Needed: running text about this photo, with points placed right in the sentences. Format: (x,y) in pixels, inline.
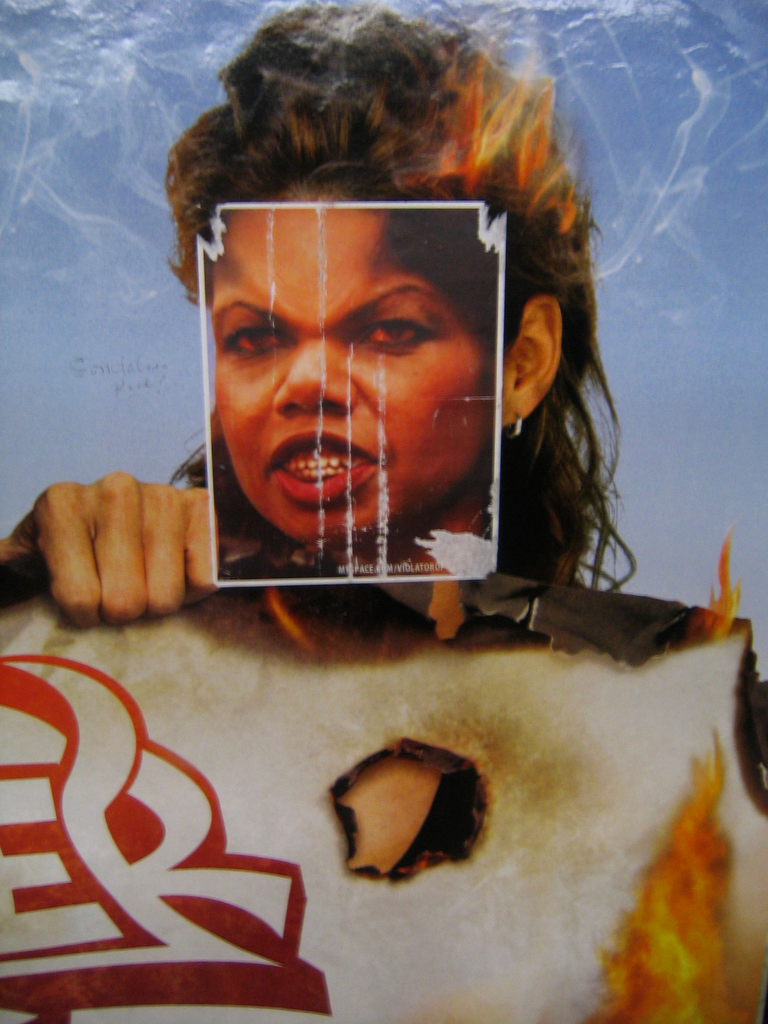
As we can see in the image there is a banner (296,448). On banner (710,768) there is a person (297,253) and fire (669,885).
